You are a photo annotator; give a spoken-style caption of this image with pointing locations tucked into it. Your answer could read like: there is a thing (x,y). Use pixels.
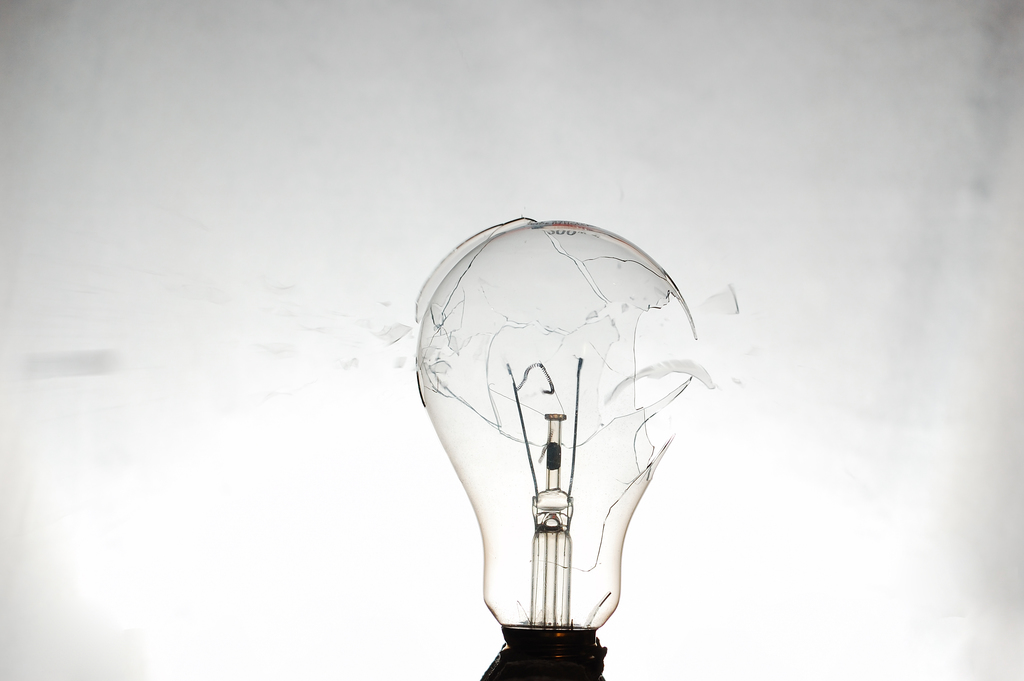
In the picture there is a broken bulb (495,460) present.
